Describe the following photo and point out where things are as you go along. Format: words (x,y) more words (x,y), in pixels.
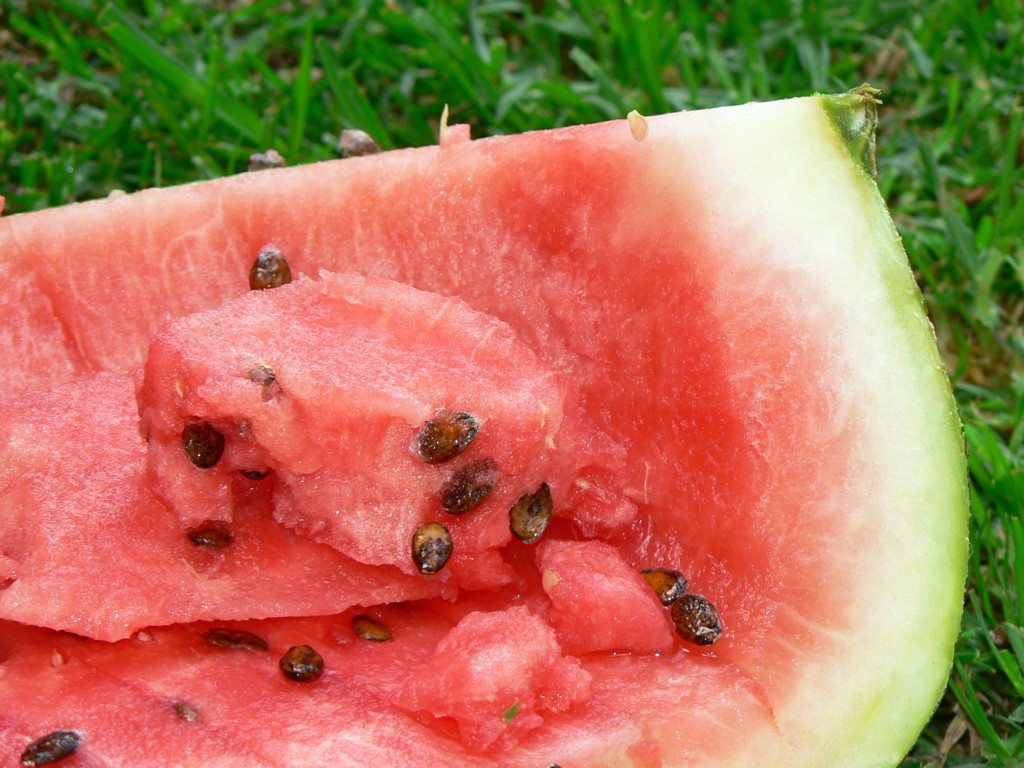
In this image we can see a watermelon (520,282) on the grass (401,58).
